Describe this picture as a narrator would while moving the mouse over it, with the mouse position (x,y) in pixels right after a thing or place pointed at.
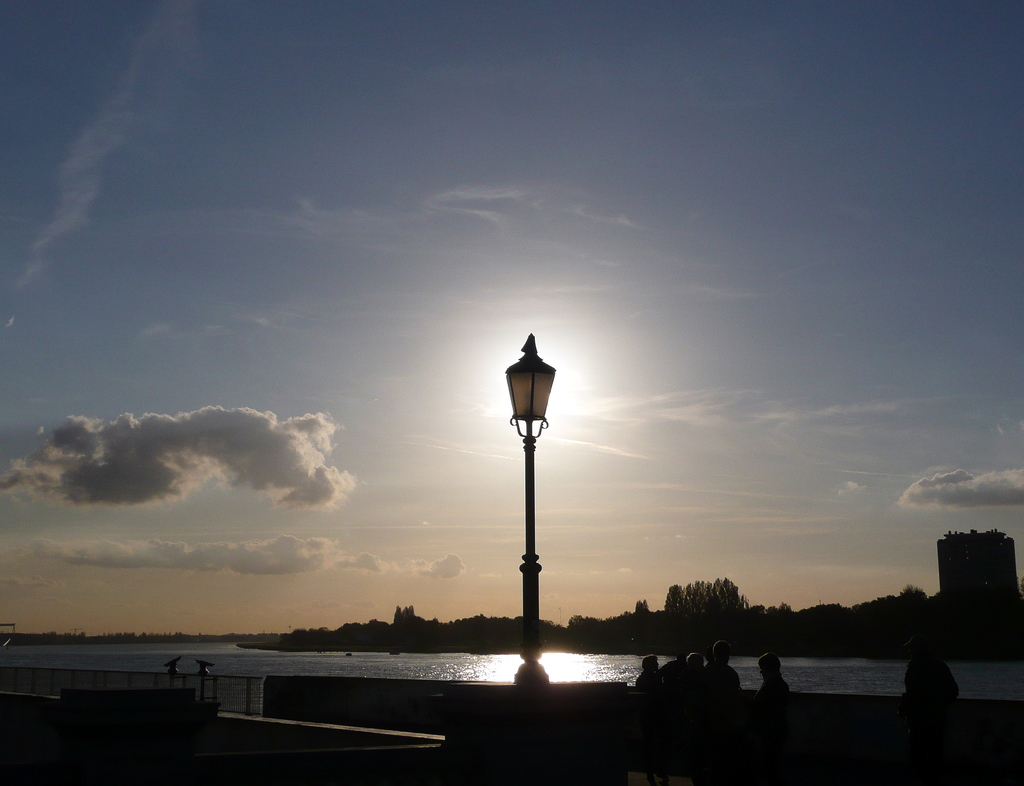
At the bottom of this image (696,722) I can see few people (715,675) in the dark and also there is a pole (528,417). On the top of it I can see a light (521,381). In the background (349,658), I can see the water (426,658) and trees (374,637). On the top of the image (521,217) I can see the sky (745,212) and clouds (168,444).
